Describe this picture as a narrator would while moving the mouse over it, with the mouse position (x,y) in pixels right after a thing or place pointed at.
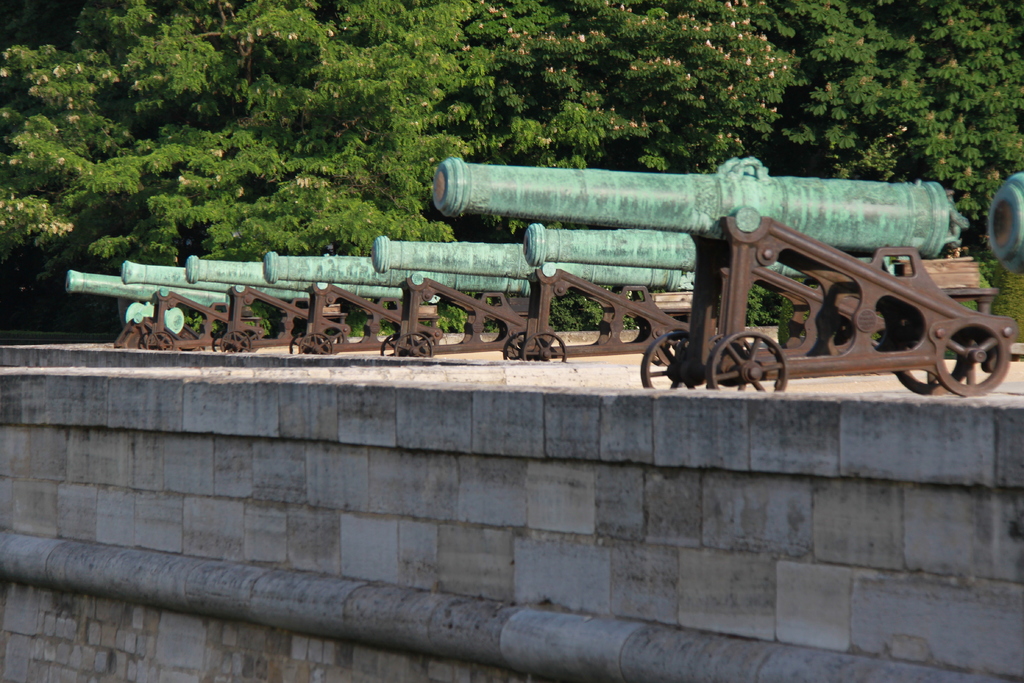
In this picture, we can see some cannons (644,282) on the floor (954,400), and we can see the wall (261,460), trees (941,71).
